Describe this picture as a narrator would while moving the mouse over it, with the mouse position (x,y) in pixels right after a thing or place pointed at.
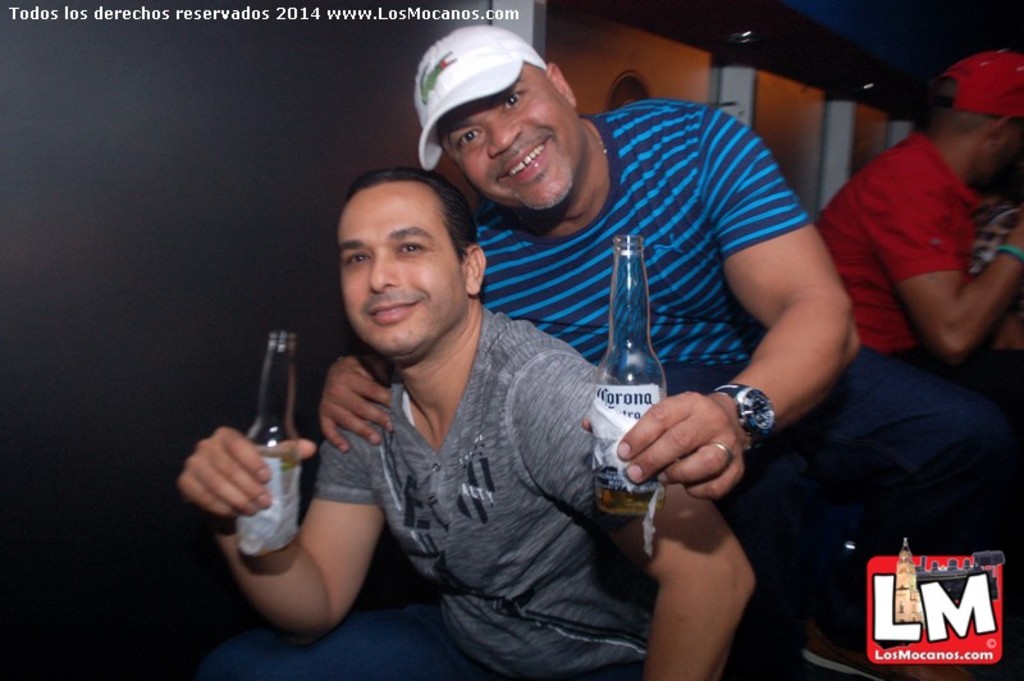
There are two men (559,477) holding beer bottle (644,331) in their hands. On the right (948,280) a person (905,286) is sitting.
